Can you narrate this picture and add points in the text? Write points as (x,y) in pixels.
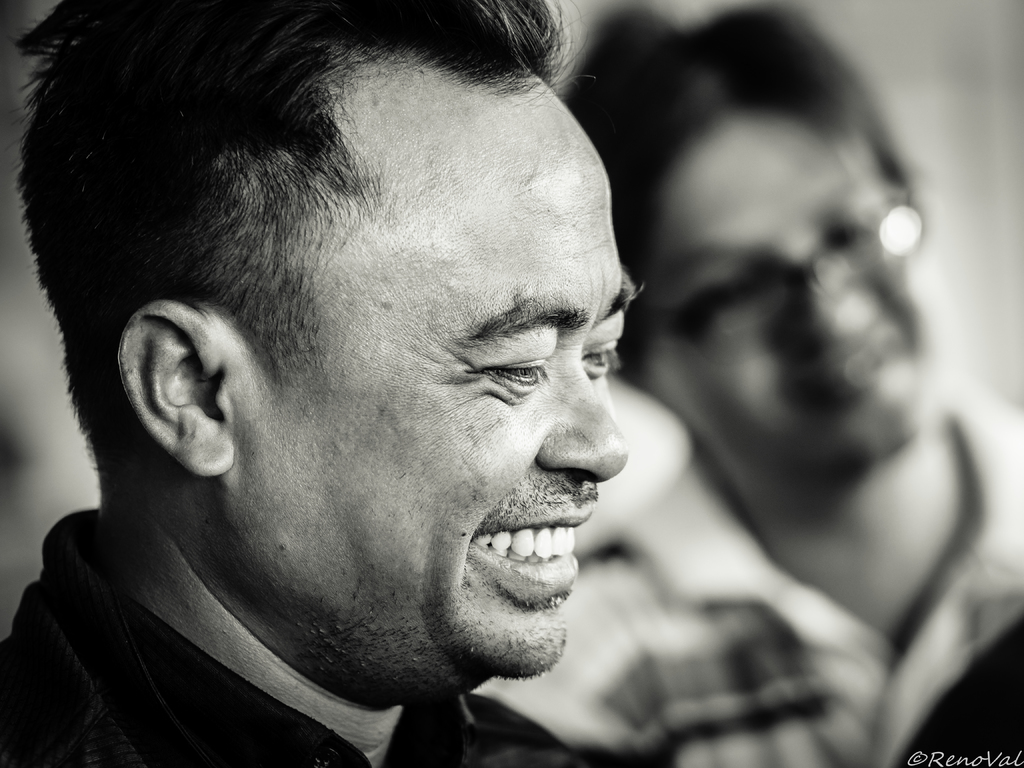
This is a black and white image. In this image we can see a person (416,492) smiling. In the back (743,510) it is blurred. Also there is a person (818,454). In the right bottom corner (955,758) there is a watermark (940,757).
